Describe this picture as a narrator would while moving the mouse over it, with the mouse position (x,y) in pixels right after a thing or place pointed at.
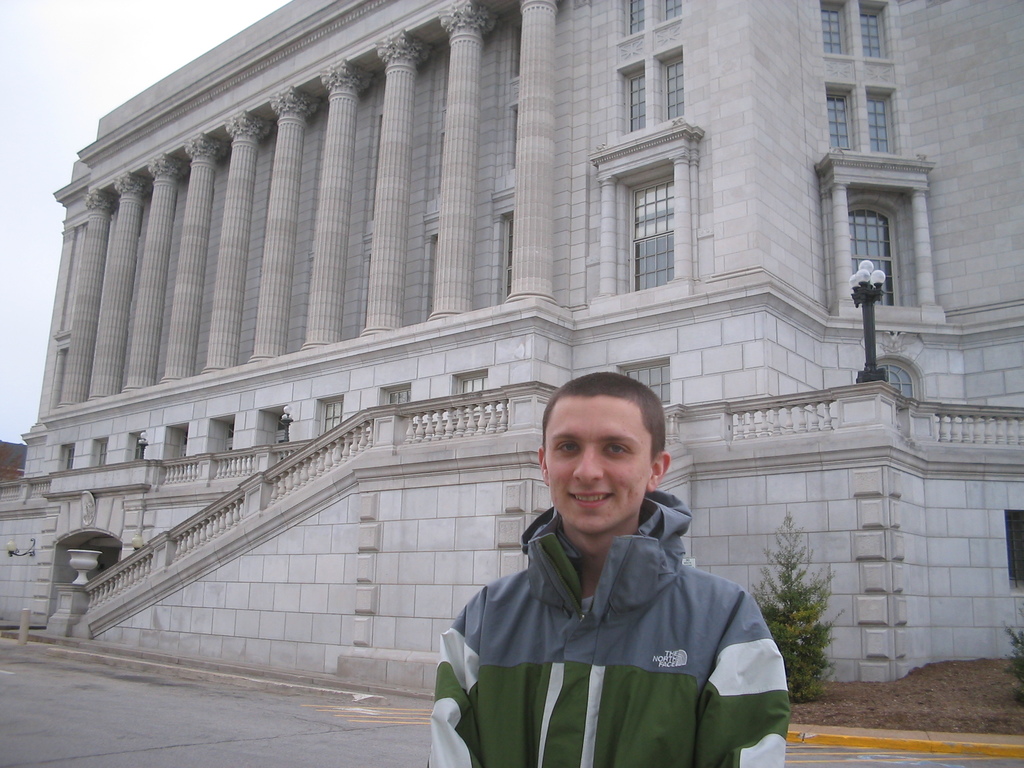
In the foreground of this image (558,623), there is a man (636,650) wearing coat (672,694) is standing on the pavement (152,726). In the background (463,168), there is a building (621,356), few light poles (870,332), railing (463,423), plants (807,646) on the ground (922,690) and the sky (63,109) on the top (60,107).
